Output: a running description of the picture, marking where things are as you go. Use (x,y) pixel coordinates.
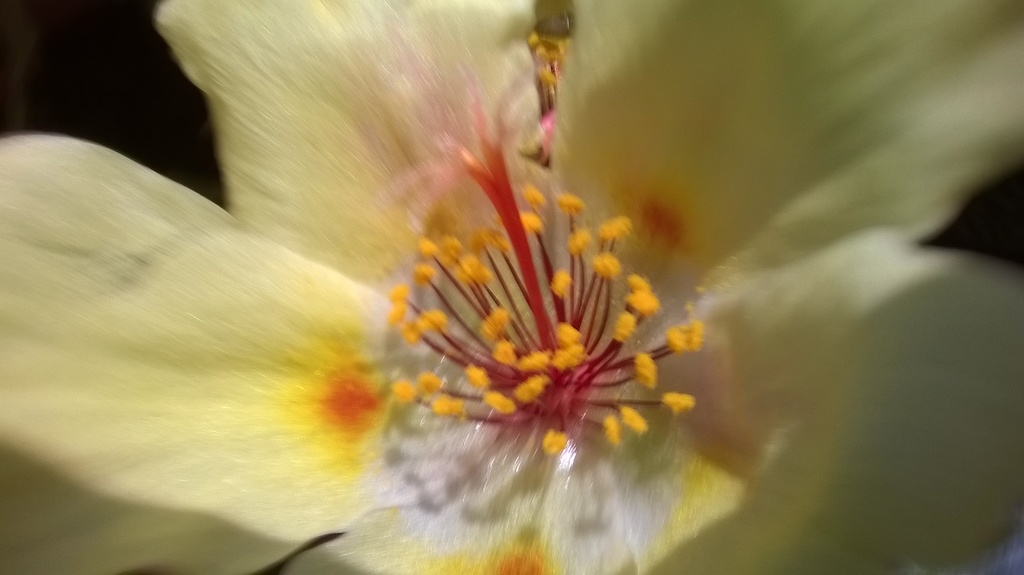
In the image there is a flower (406,267).
